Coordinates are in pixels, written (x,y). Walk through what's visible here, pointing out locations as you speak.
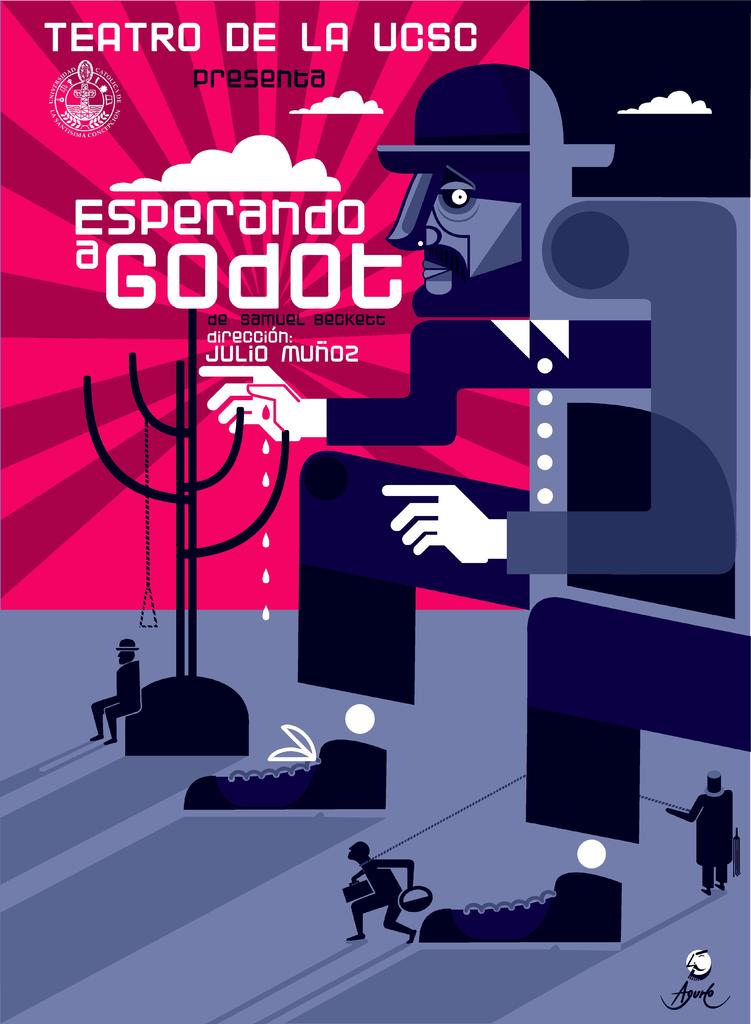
In this picture I can see a poster (446,491) with some text (190,306) and I can see few animated pictures (393,676).
